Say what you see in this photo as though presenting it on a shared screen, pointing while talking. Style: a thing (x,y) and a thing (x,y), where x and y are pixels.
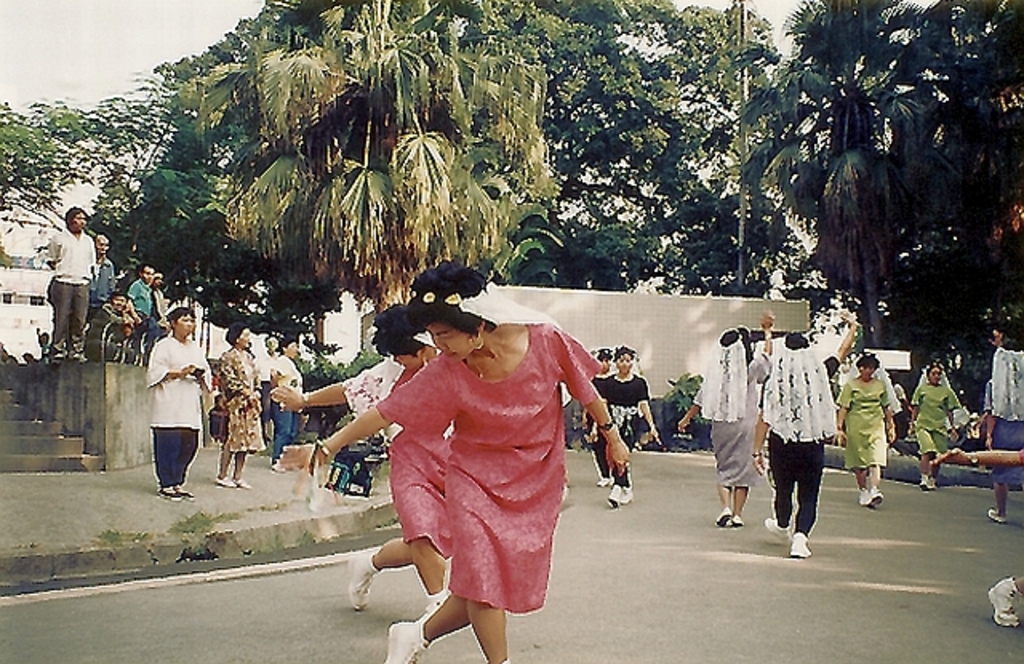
In this image, we can see some people (795,481) walking and there are some green color trees (473,126), at the left side (1,430) there are some stairs (43,457).
